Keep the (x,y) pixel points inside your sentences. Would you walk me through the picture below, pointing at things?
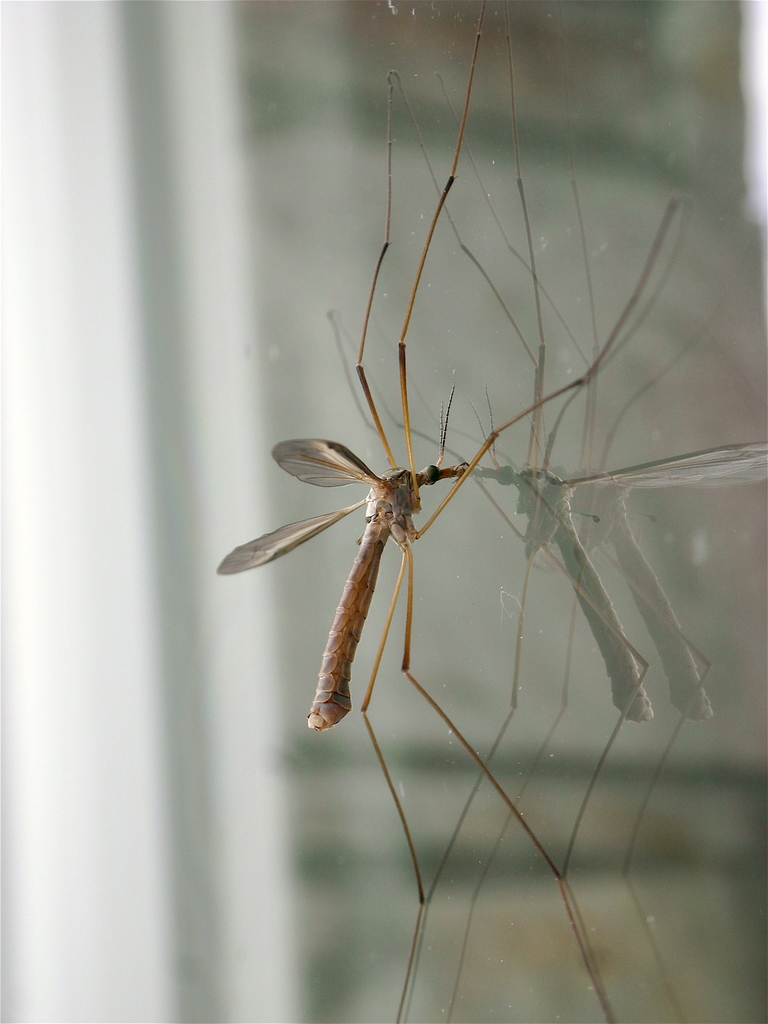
In the center of the picture (341,638) there is a crane fly (345,628) on a glass object (579,568).
